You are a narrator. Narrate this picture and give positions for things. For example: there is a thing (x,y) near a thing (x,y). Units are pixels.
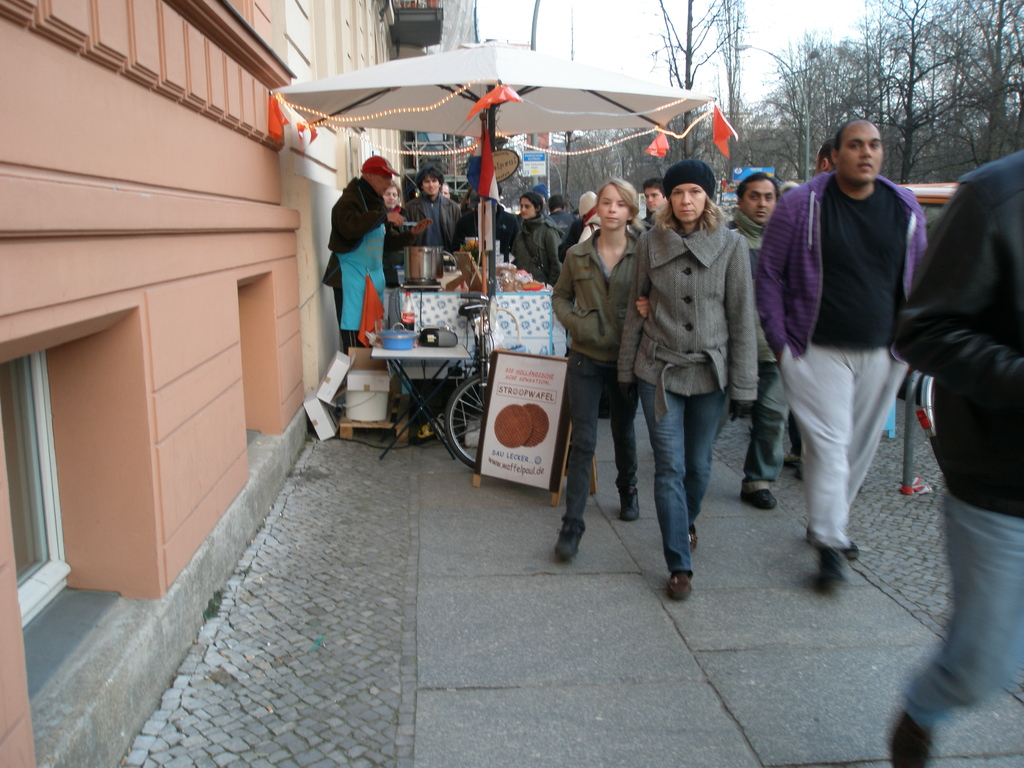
This picture describes about group of people (603,239), few are walking and few are standing, beside to them we can see an umbrella (471,78), under the umbrella (535,111) we can find a bicycle (487,345), few tables (432,291) and other things (427,334), and also we can see few trees (865,54), poles (483,208), sign boards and buildings (355,42).
